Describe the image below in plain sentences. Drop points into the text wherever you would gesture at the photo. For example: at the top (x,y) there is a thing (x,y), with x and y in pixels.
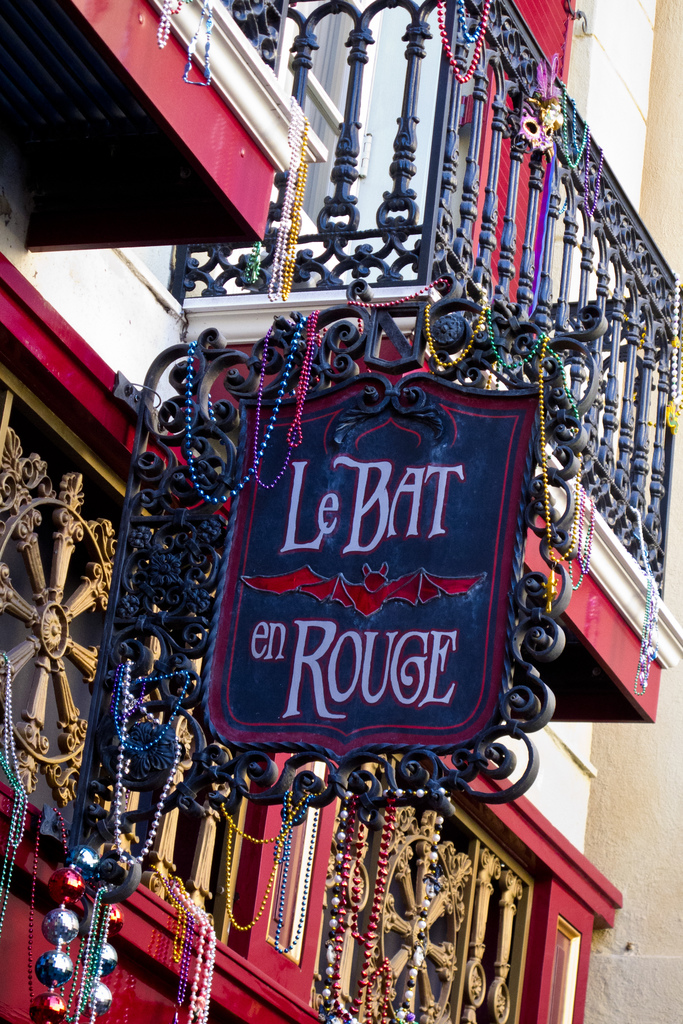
In this image I see a building (532,805) and I see a board (254,527) over here on which there are words (317,694) and a bat picture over here and I see there are many colorful necklaces (420,938).
